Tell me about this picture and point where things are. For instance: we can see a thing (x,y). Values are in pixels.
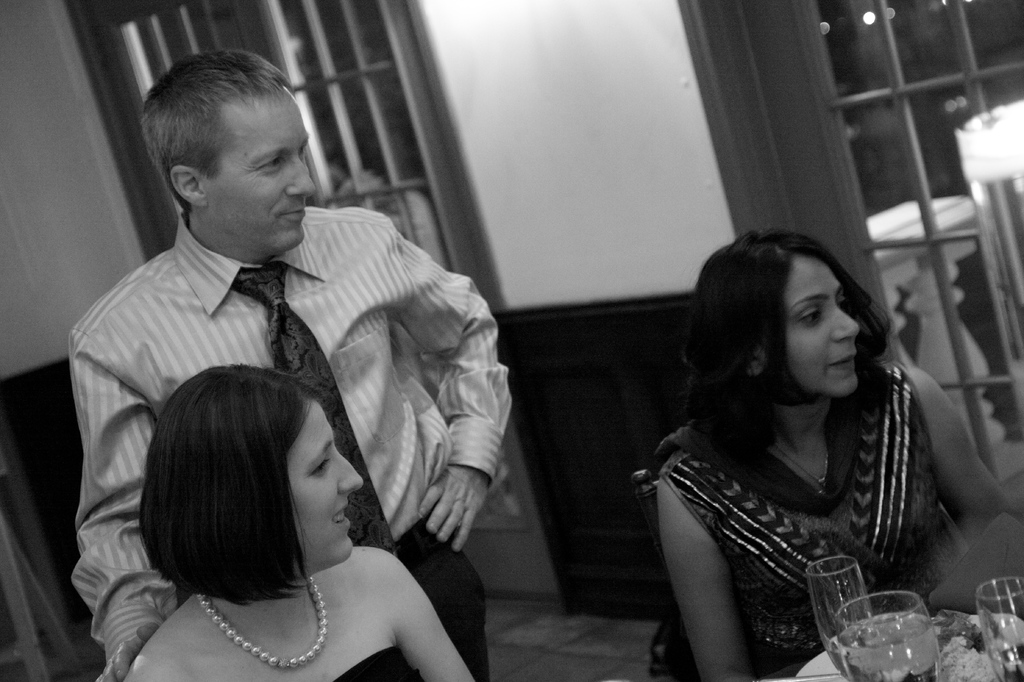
There is a black and white image. In this image, there are two persons (709,508) wearing clothes (768,624) and sitting in front of the table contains glasses (817,571). There is person (405,344) on the left side of the image (285,309) standing and wearing clothes (157,341).
